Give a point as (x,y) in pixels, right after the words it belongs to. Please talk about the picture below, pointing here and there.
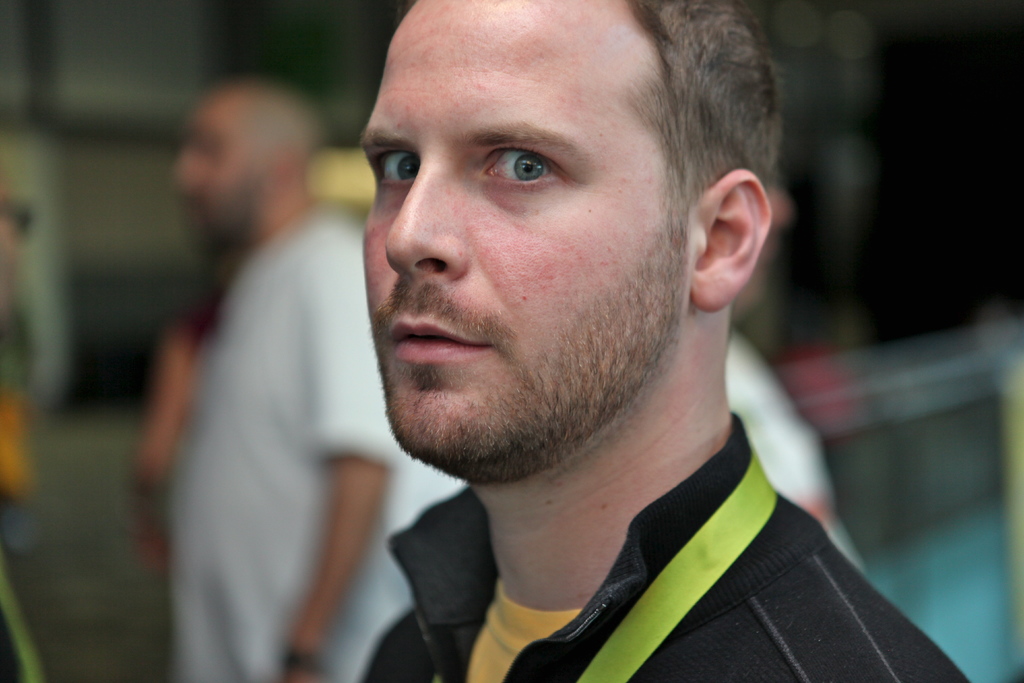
In the foreground (598,161) we can see a person (608,353), he is wearing a black jacket (834,617). In the background (222,220) there are people (347,216). The background (1013,183) is blurred.
